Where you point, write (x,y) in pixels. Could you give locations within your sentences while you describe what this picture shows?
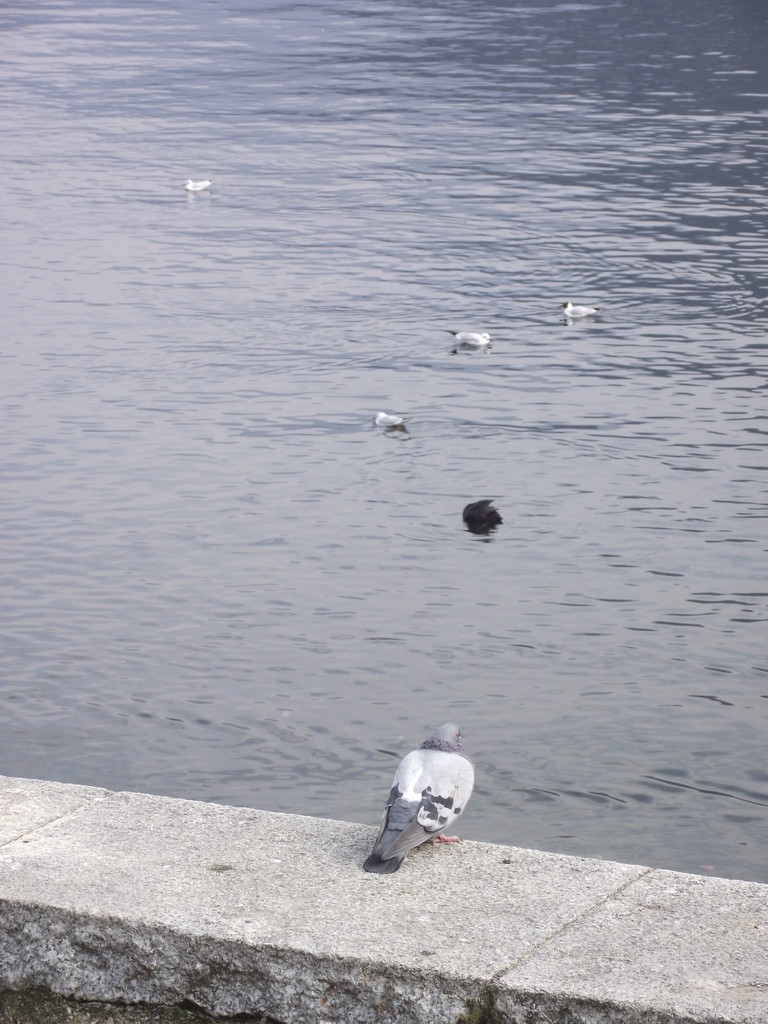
In this image I can see a bird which is in gray and black color, background I can see few birds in the water (283,575).
